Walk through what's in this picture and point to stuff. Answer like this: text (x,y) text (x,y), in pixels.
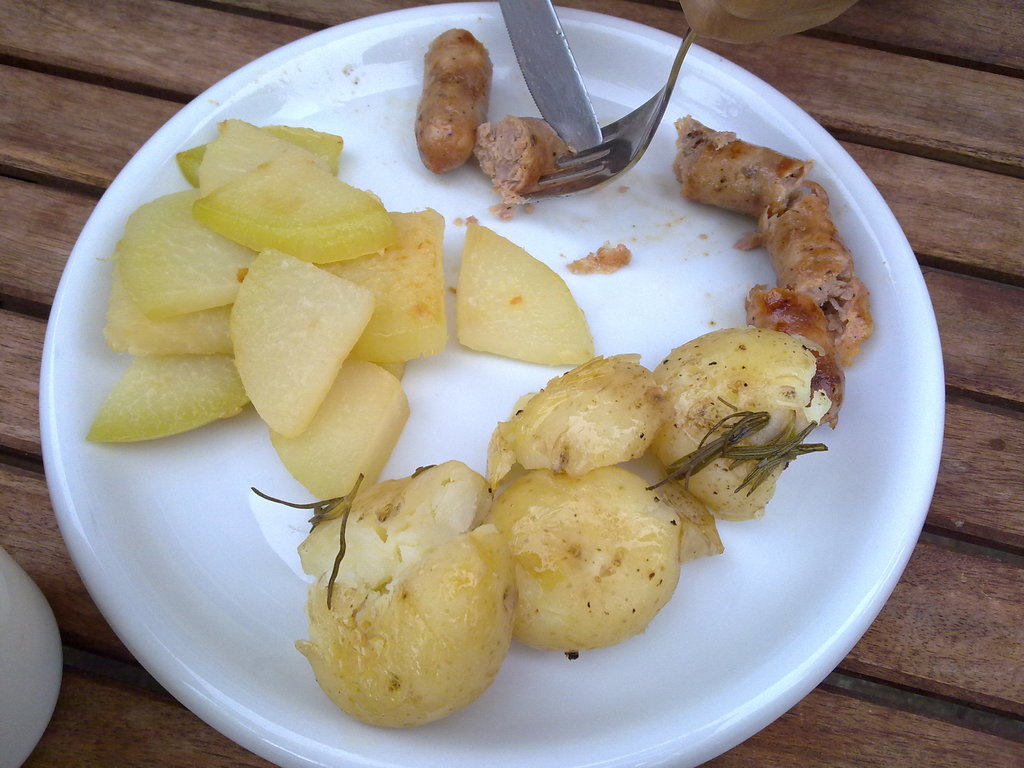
In the center of the image (463,429) a plate (451,309) consists of food item (537,166) with fork (628,123) and knife (575,75) are placed on the table (17,336). At the top of the image (739,12) a person hand (754,23) is there. At the bottom left corner (54,664) we can see a white object (21,648).
